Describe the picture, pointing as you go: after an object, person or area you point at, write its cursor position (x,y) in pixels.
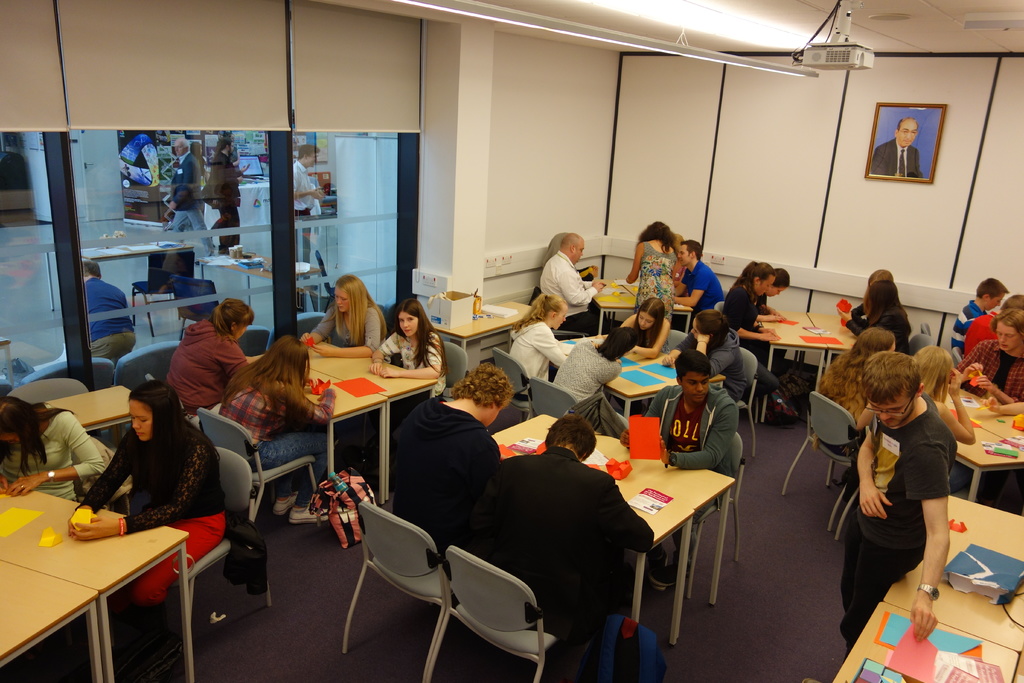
This image is taken inside a room (862,288). There are many people (778,275) sitting on the chairs (456,562) and few of them are standing. In the right side of the image (1003,632) there is a table (1003,650) with few things (953,642) on it. In the bottom of the image (735,651) there is a floor (306,622) with mat (321,640). In this room (852,501) there are many tables (101,565) and chairs (501,620). In the background (544,212) there is a window (214,222), window blind (307,88), walls (597,133) and a picture frame (890,152) on it. At the top of the image (705,34) there is a ceiling (745,26) with projector (851,57).
